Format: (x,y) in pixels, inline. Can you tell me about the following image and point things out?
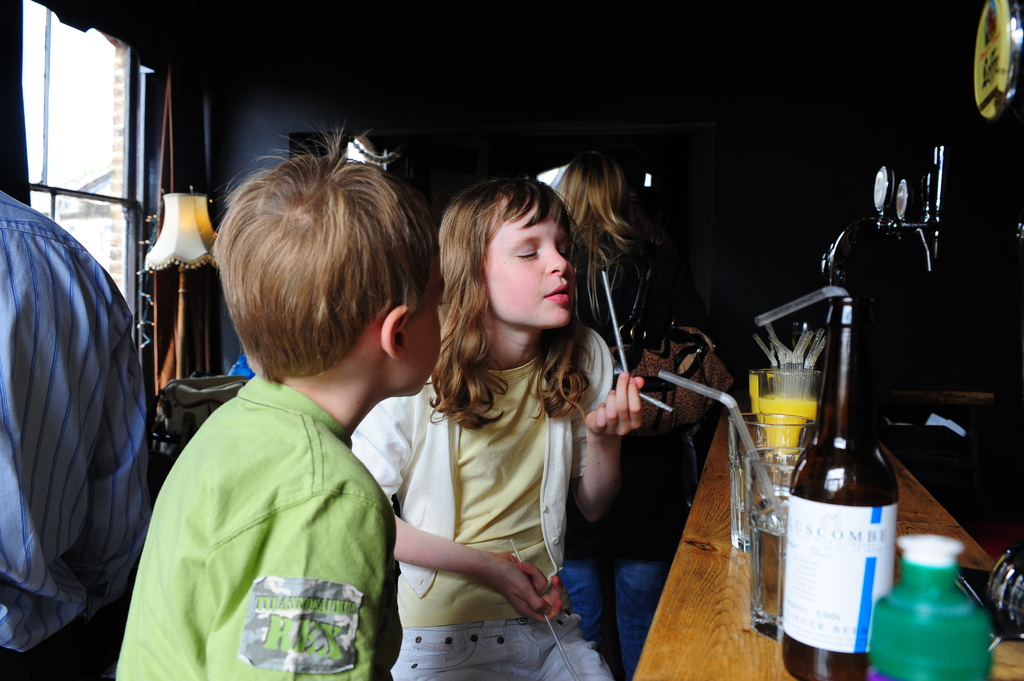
In the picture we can find a boy (346,189), a girl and the person (25,450). Those three members (334,186) are sitting on the chair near the table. On the table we can find the bottles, glass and straws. And background (191,251) we can find a window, lamp (183,269) and a person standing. And the curtain (162,297) to the window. The boy (315,185) is wearing a green T-shirt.
